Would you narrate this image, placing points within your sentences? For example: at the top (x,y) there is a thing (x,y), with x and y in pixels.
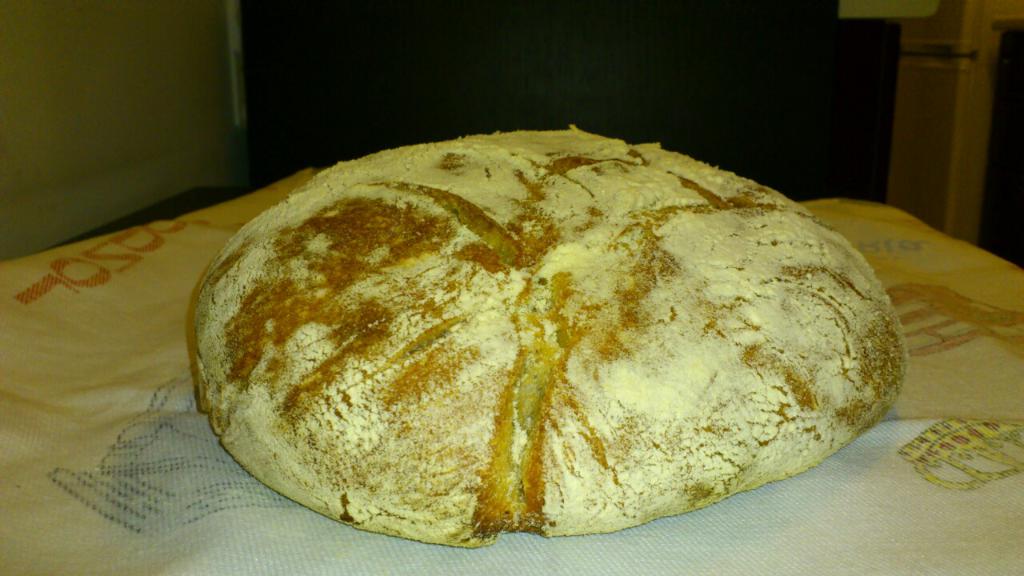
In this image we can see a food item (445,411) on a paper napkin (147,520), in the background (132,78), we can see the wall (108,109), and a closet (929,125).
